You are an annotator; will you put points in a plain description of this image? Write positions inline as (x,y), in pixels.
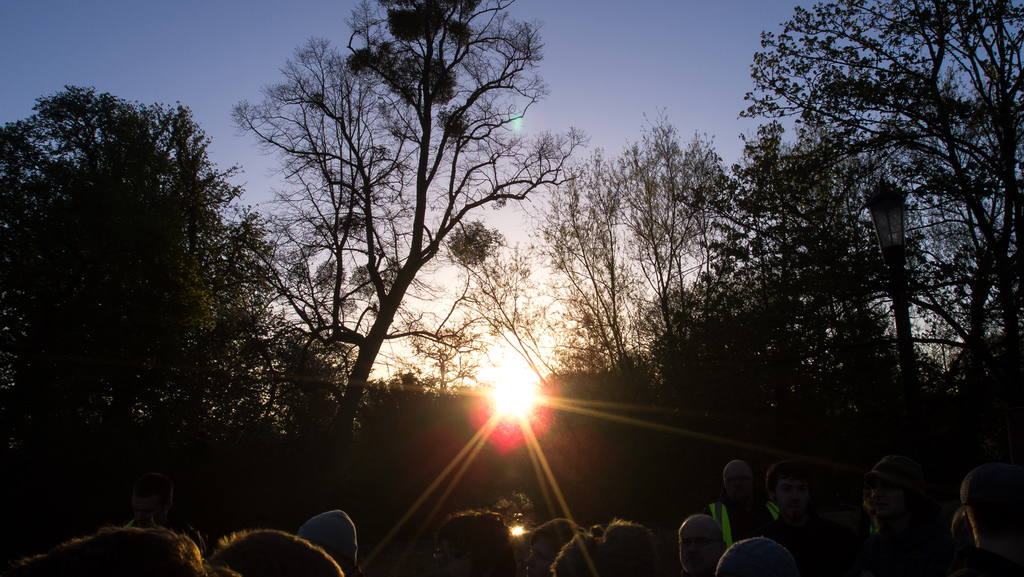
In this image we can see a group of trees (727,353). Behind the trees (383,419) we can see the sun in the sky (488,367). At the bottom (863,513) we can see the persons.
